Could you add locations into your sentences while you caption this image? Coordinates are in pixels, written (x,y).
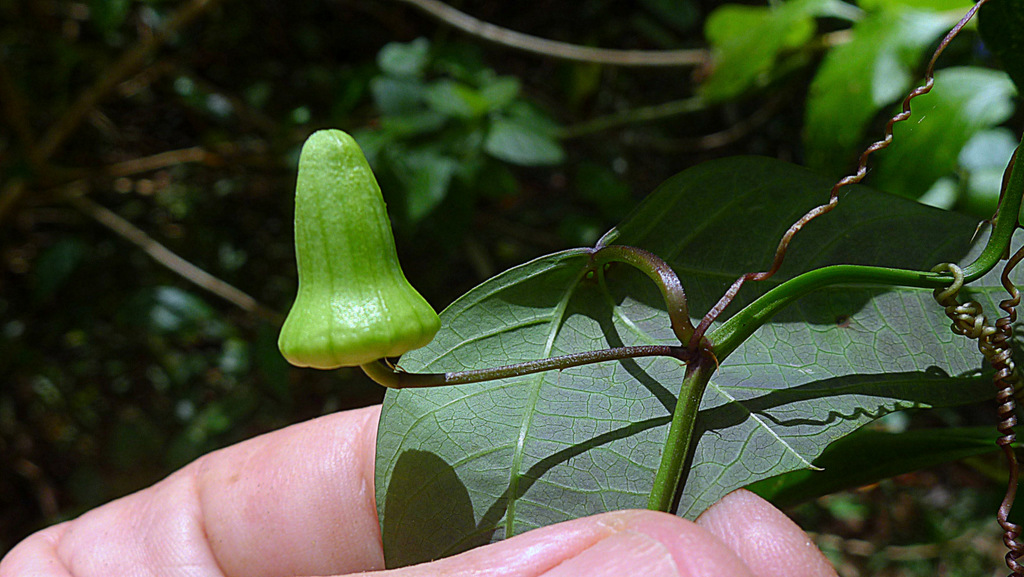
This picture shows a human hand (353,438) holding a plant leaf (612,494) and we see a bud (390,306) and few trees (840,96) on the side.
